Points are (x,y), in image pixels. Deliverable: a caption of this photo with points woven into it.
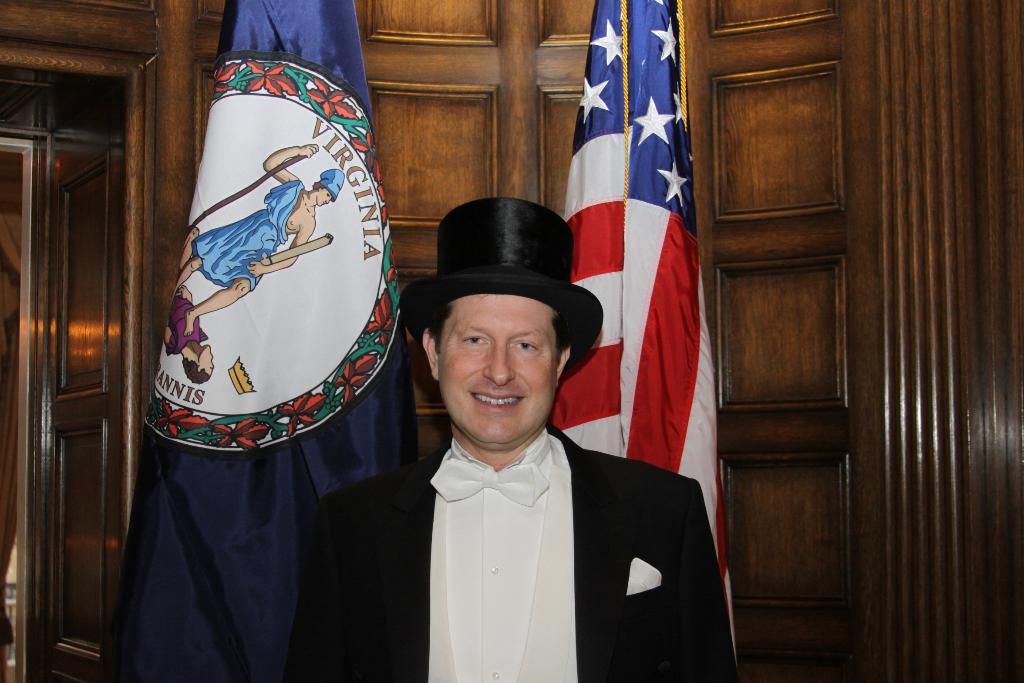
In the background (567,115) we can see the wooden wall (429,174) and the flags (265,194). In this picture we can see a man (633,492) wearing a black cap (555,268) and a black blazer (642,480) and he is smiling.
